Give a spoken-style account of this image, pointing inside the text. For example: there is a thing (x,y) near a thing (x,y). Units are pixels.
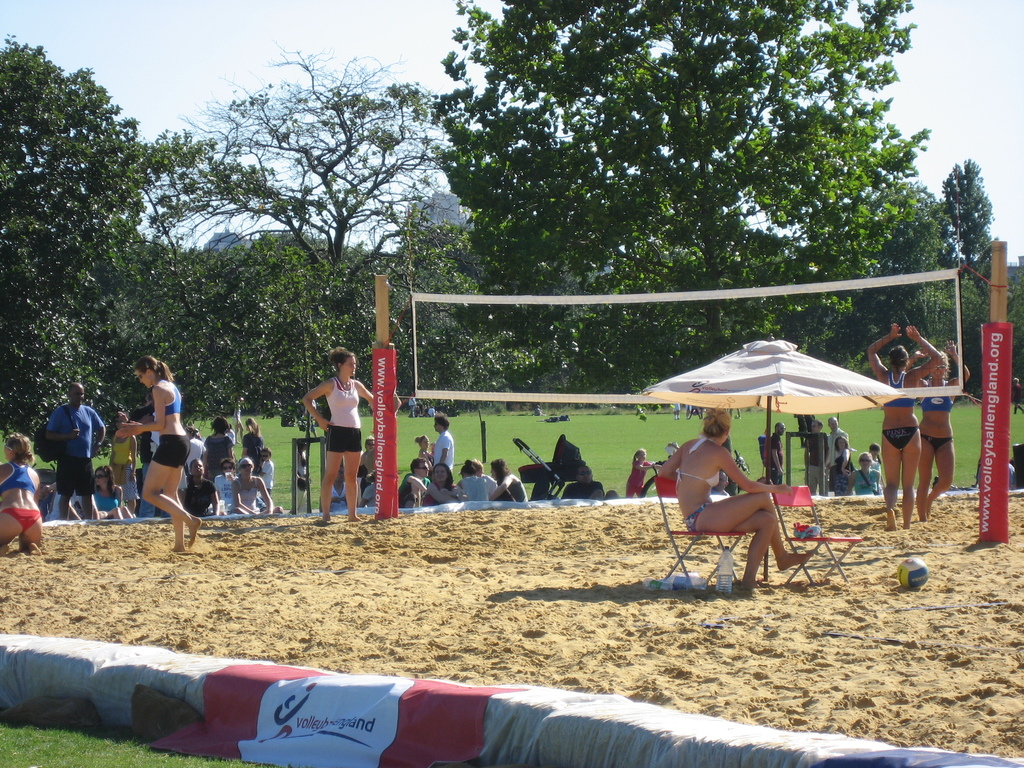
In this image I can see there are crowd of people (833,423) and in the middle (378,423) I can see two poles (389,346) and tents (758,350) and I can see a woman (661,468) sitting on chair (710,531) and beside the woman (695,520) I can see another chair (859,536) and ball (914,573) and bottle (681,576), at the top (167,193) I can see trees (533,180) and the sky (898,84) and at the bottom (432,753) I can see small fence (126,687).
